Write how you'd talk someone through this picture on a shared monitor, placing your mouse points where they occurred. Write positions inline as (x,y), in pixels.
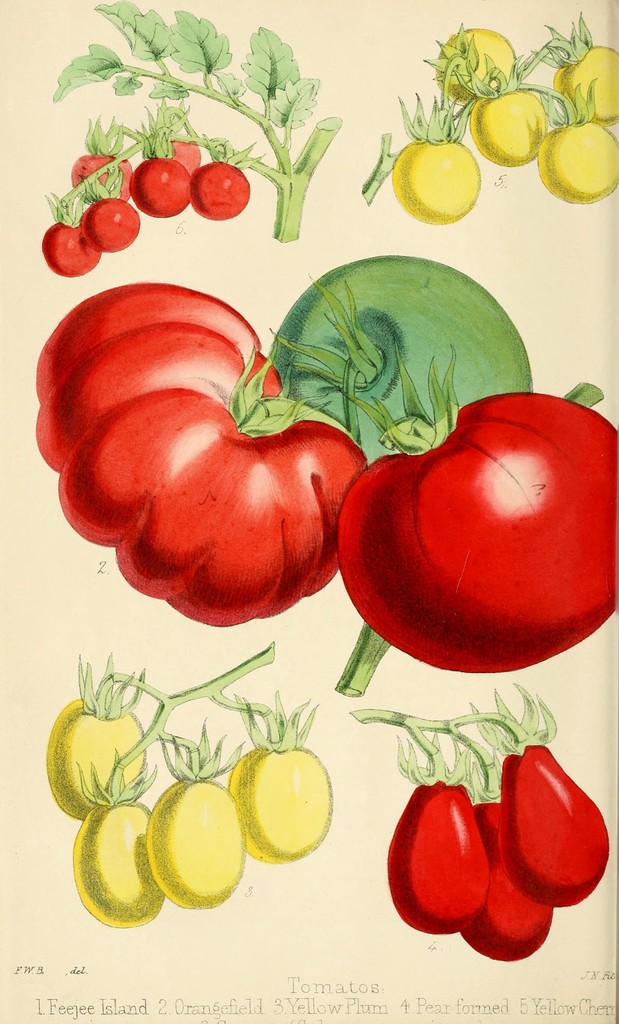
In this image I can see depiction of leaves (404,106) and of few vegetables (277,438). On the bottom side of this image (90,1010) I can see something is written.
